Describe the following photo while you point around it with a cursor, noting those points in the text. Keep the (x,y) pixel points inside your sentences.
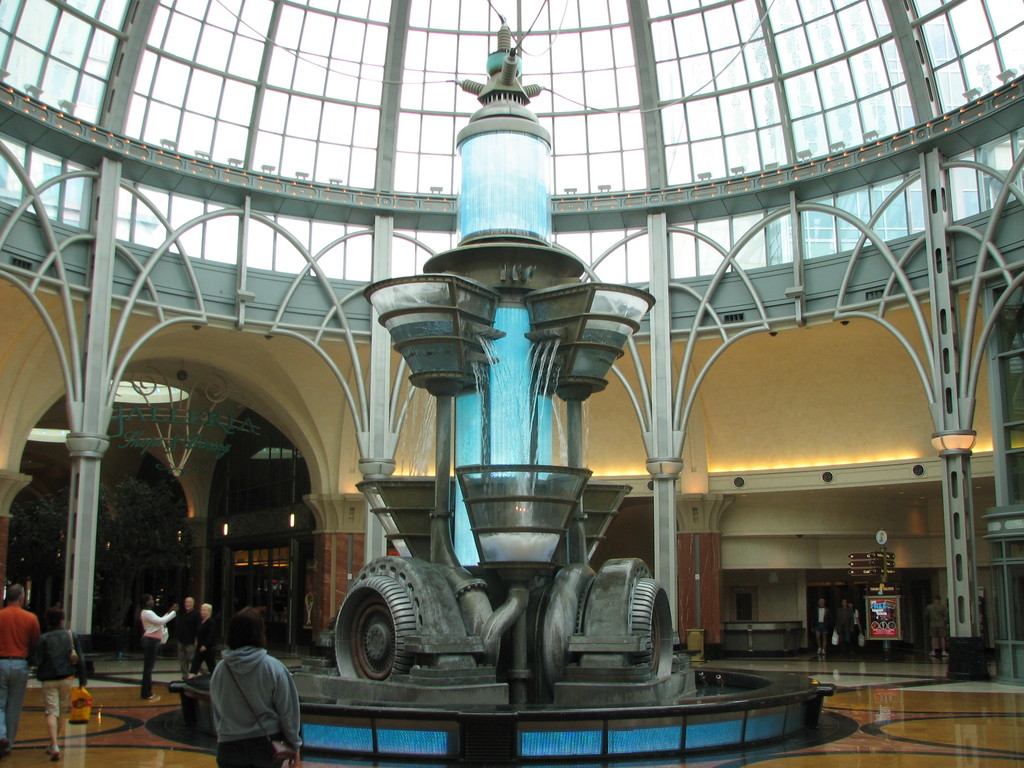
In this picture I can see the inside view of a building (710,266) and in the front (365,603) I can see an water equipment (457,293) and I can see the floor (94,717) on which there are few people (144,650). I can also see few lights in the background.
